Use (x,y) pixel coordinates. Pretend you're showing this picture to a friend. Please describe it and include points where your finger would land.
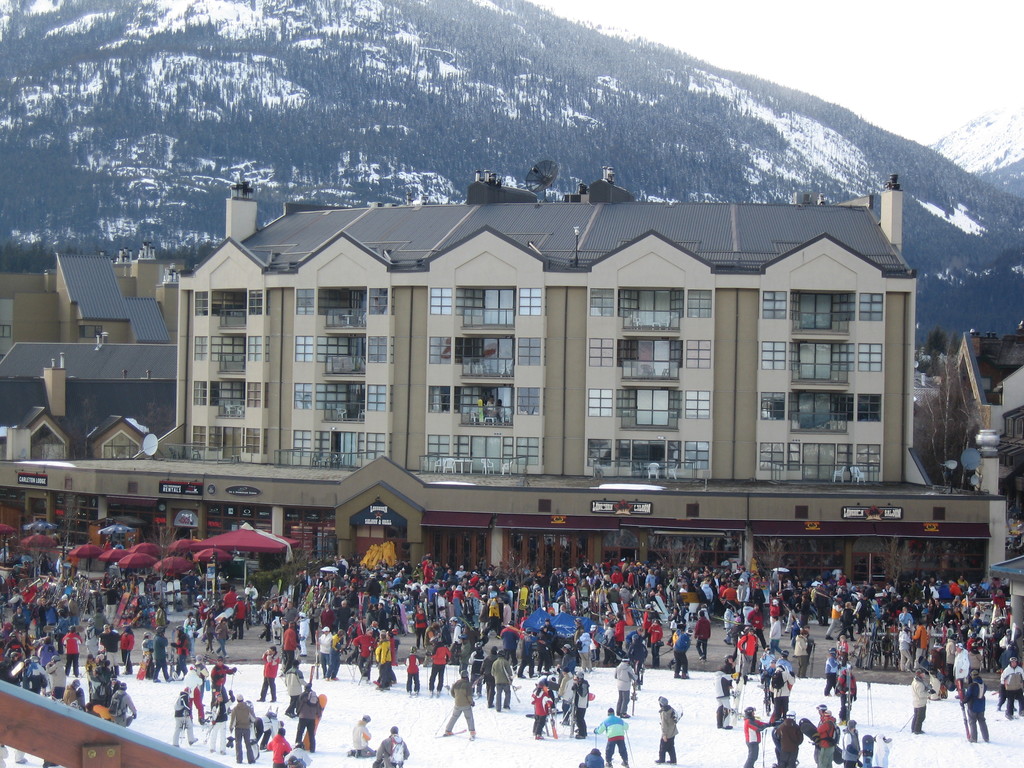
There are persons (422,595) in different color dresses (601,571), some of them on the snow surface (599,684) and remaining on the dry surface (410,635). In the background (261,530), there are red color umbrellas (250,539) arranged on the road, there are buildings (238,344) which are having glass windows (308,358) and roofs (627,195), there are trees (364,110) and snow (973,132) on the mountains (958,170) and there is sky (764,49).
